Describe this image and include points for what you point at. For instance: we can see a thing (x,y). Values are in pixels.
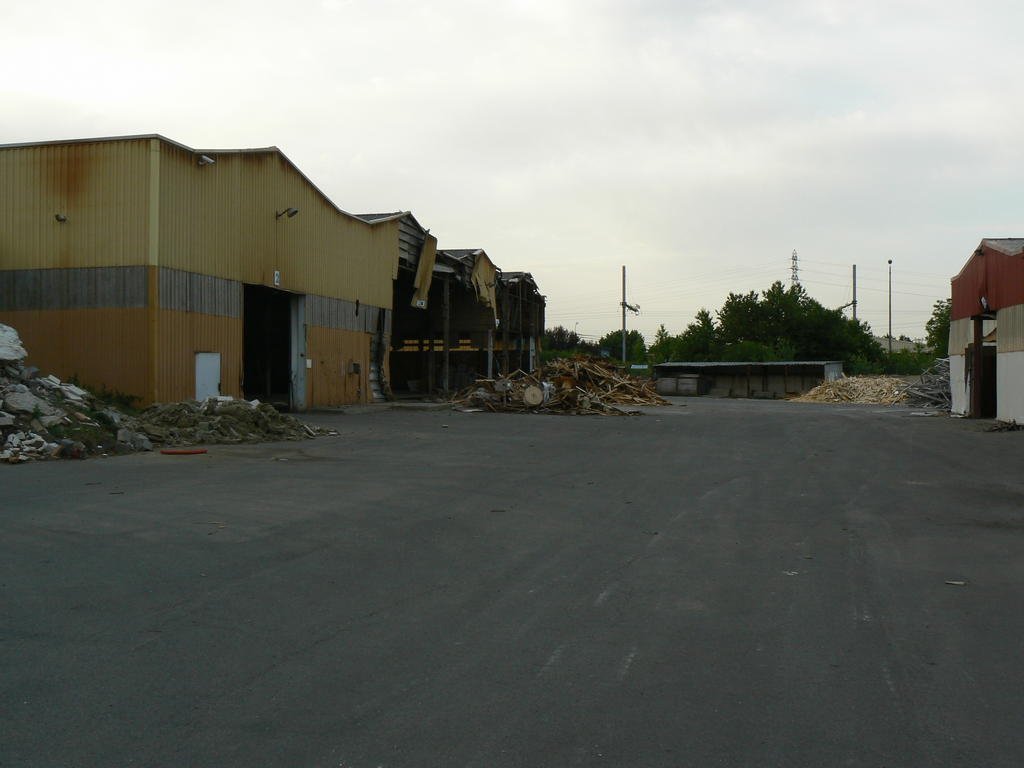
In this image we can see there are sheds (1008,262) and sticks (579,403) on the road (801,410). And there are stones (55,377), trees (763,320), antenna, poles (623,296) and the sky (746,142).
